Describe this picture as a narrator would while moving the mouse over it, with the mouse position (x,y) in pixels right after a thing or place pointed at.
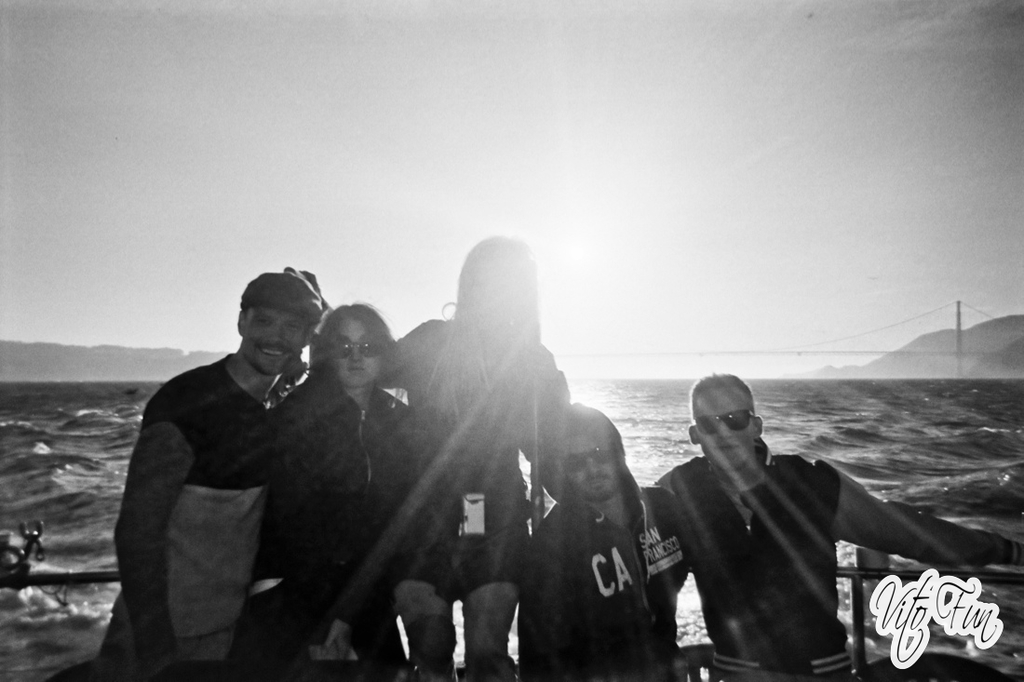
This picture is clicked outside. In the foreground (336,414) we can see the group of persons (401,441) and we can see the metal rods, water body (21,419). In the background (823,159) there is a sky (329,146), hills (944,361) and some other object (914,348). In the bottom right corner (941,610) there is a text (925,619) on the image.
